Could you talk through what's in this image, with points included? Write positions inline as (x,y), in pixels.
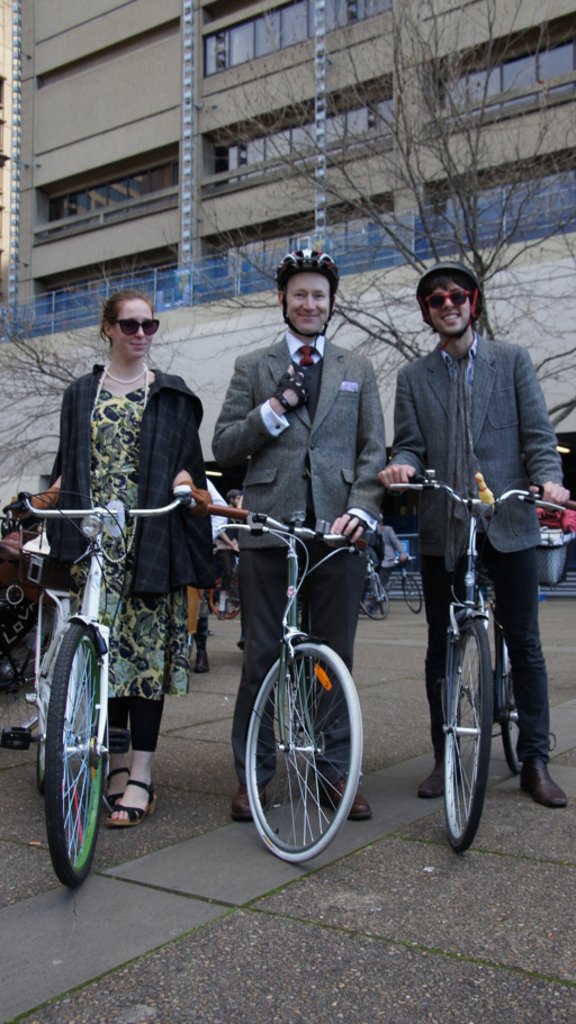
This picture describes about group of people (241,400), in the middle of the image (377,444) three people (146,385) are standing with bicycles (316,675), in the background (120,181) we can see building (161,164) and couple of trees (460,160).
